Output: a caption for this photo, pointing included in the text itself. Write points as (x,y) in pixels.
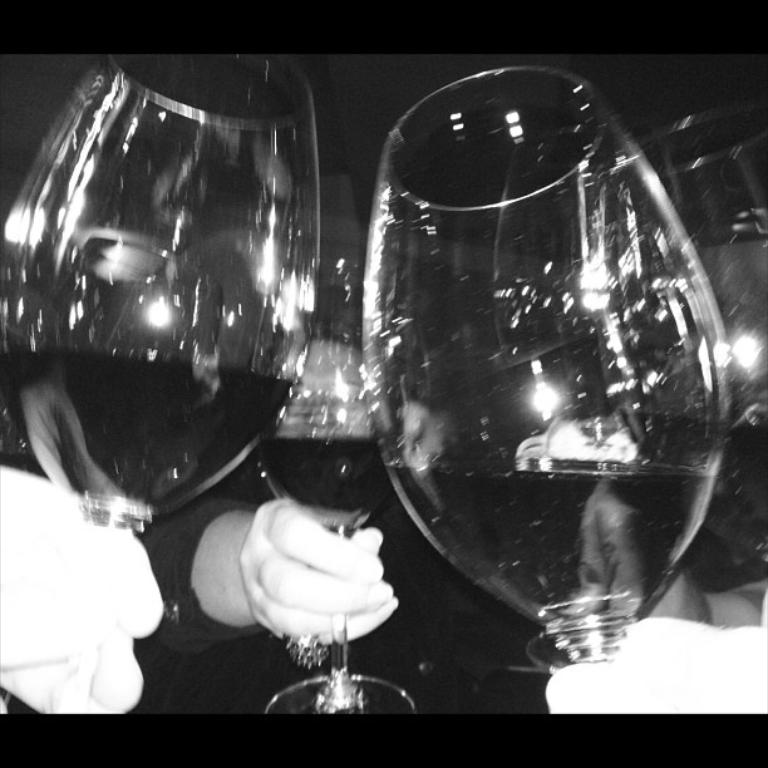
In this picture, we can see black and white images, and we can see hands (725,598) of a few people (347,596) holding glasses (301,492).
